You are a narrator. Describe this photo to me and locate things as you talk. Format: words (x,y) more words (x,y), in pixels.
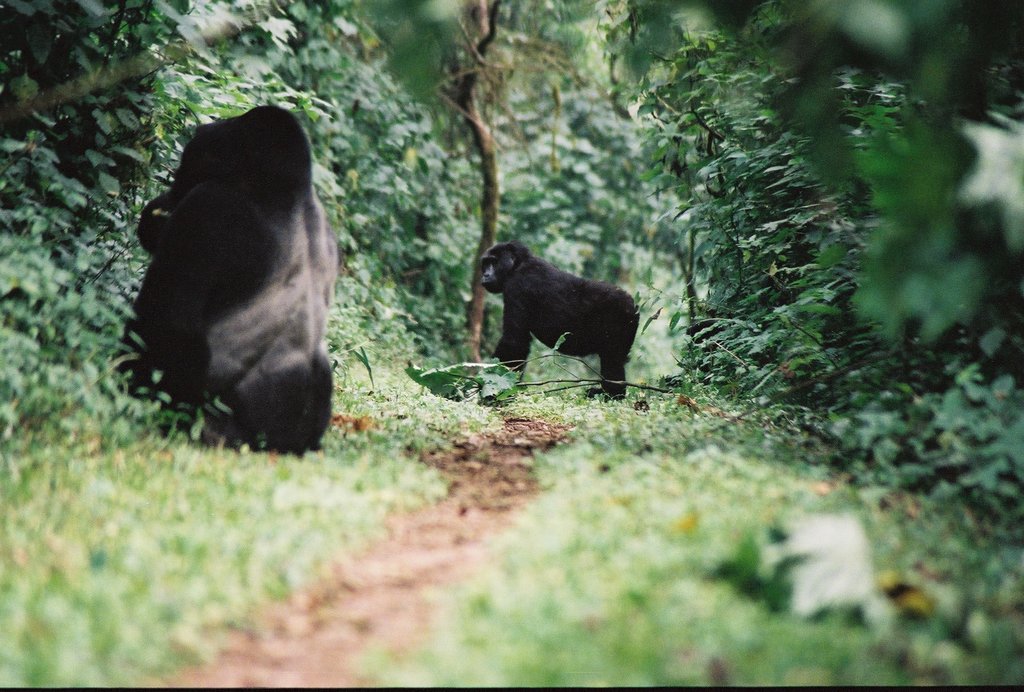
In this image there are two monkeys (532,308). This is a path (460,541). On both sides there are trees (554,149), plants (589,464).
